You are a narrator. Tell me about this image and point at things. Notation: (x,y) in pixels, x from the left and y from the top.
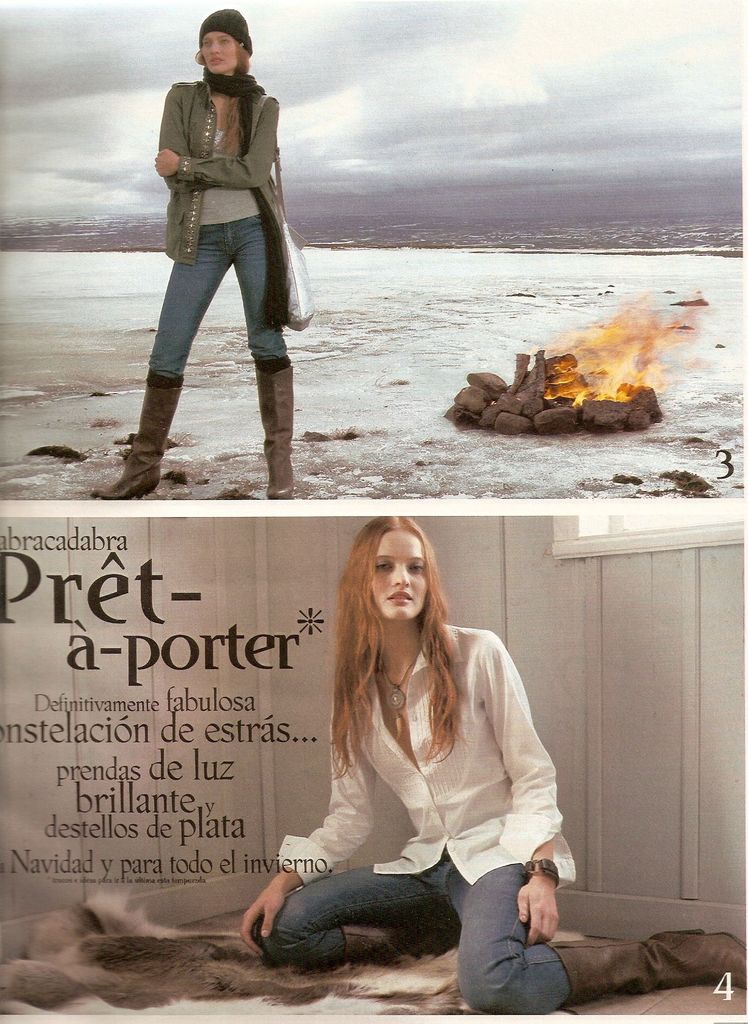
Here a woman (491,833) is sitting, here a woman (215,270) is standing, here there are stones (508,421), this is fire (610,353), this is sky (389,124).
